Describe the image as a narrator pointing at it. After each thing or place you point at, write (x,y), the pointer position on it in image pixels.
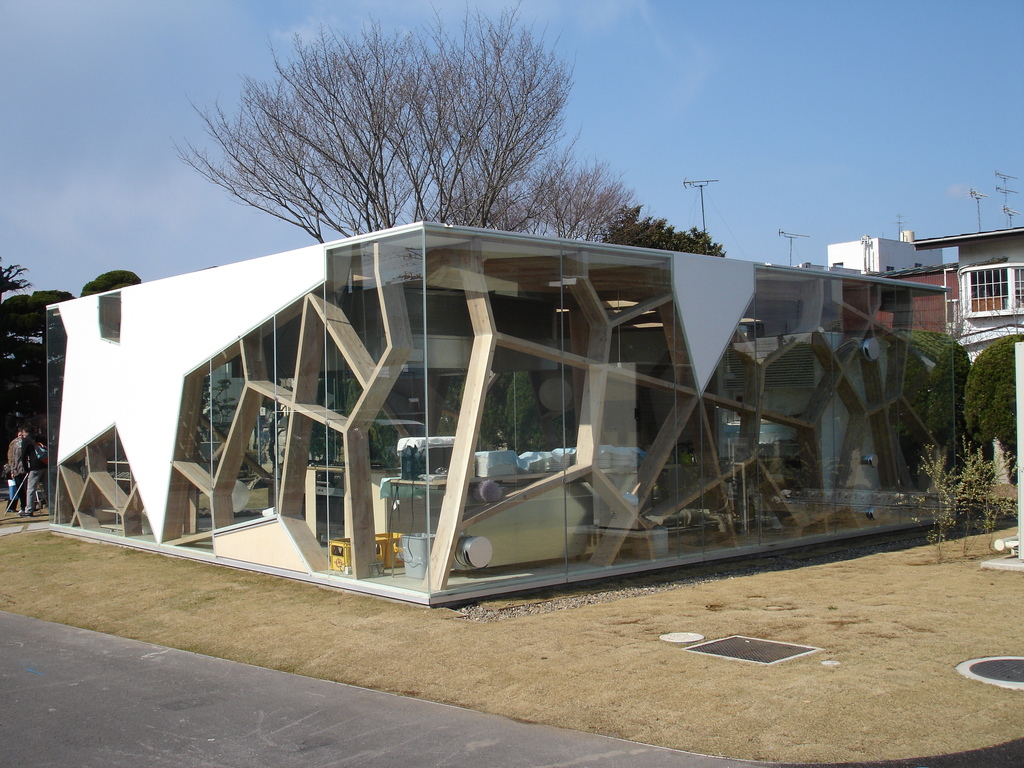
In this image we can see road (304,722), lawn (462,666), glass building (535,509), shrubs (966,450), people (31,499) standing here, trees (34,331), poles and sky (746,173) with clouds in the background (722,181).
